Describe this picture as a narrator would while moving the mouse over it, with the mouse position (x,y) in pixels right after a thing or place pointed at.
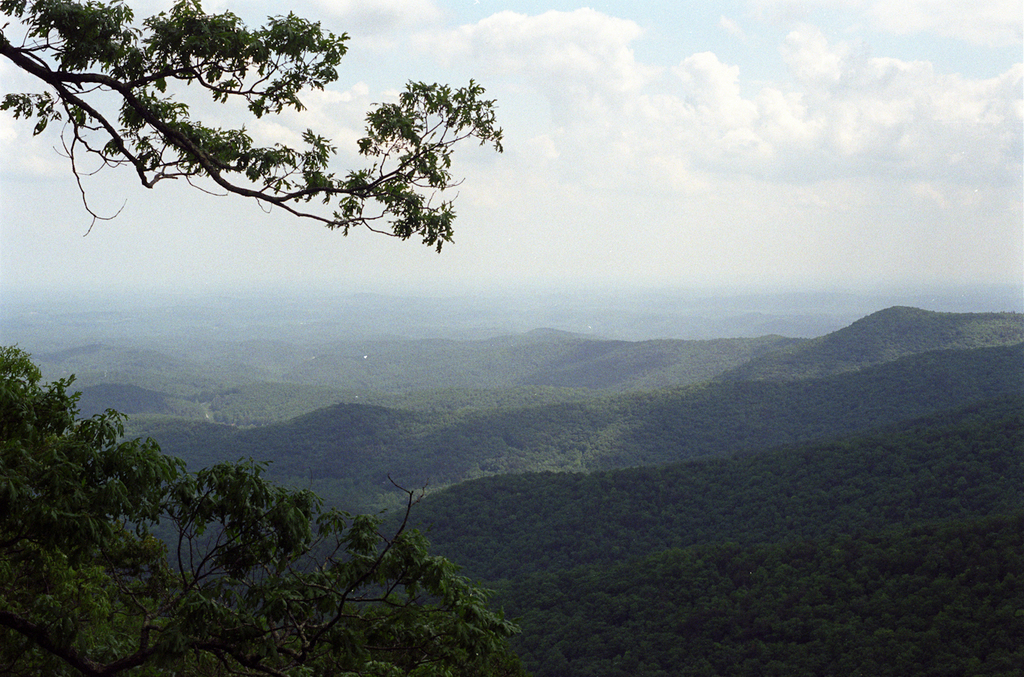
At the top of the image (98,129) there is a branch (211,163) of a tree (283,192) and clouds (351,133) in the sky (332,100). In this image there are trees (526,432) and mountains (387,441).
